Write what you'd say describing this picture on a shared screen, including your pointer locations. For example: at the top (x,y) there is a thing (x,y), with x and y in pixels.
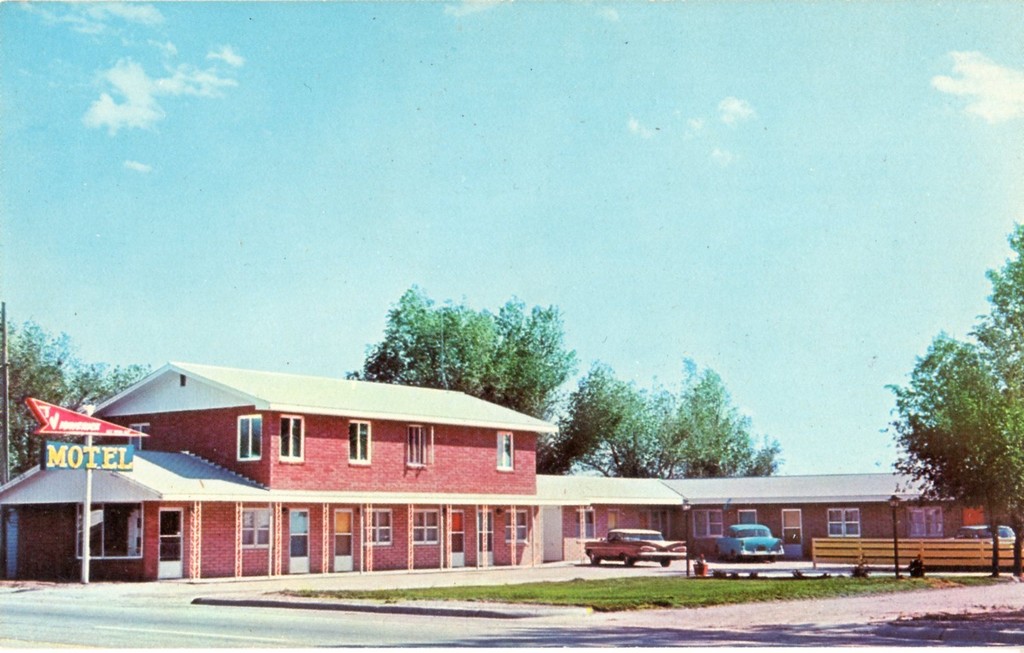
This image is clicked outside. There is a building (529,476) in the middle (366,382). There are trees (579,440) in the middle (467,369). There are vehicles (758,527) at the bottom (781,553). There is sky (376,314) at the top (59,210).
